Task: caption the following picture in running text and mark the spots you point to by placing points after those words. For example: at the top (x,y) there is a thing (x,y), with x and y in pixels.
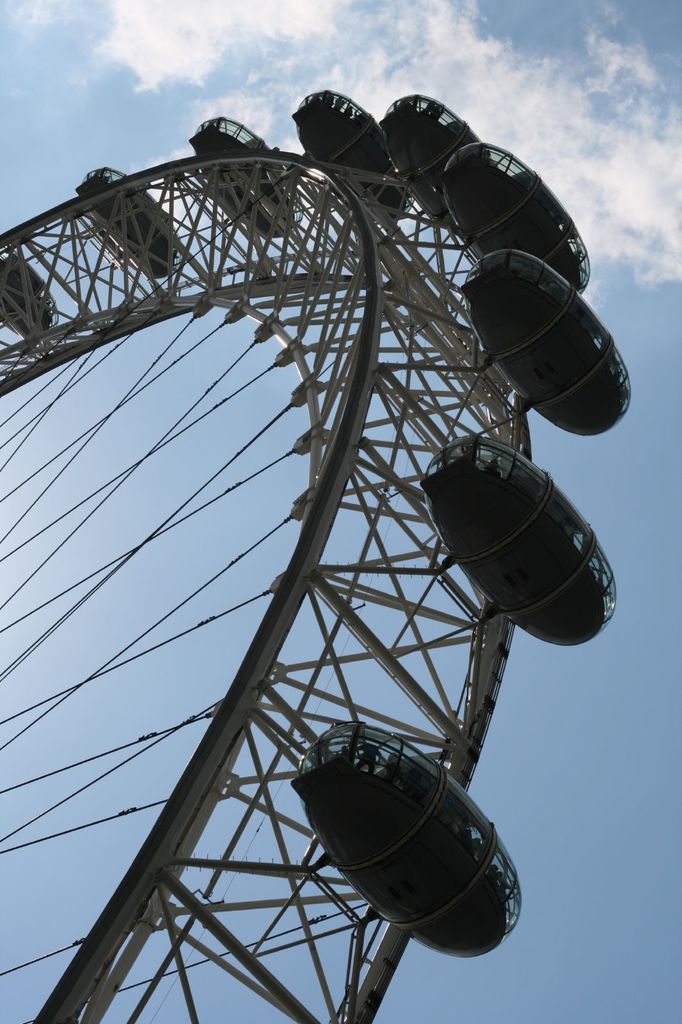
In this image we can see a Ferris wheel (382,881). In the background (71,112), we can see the cloudy sky (130,65).
